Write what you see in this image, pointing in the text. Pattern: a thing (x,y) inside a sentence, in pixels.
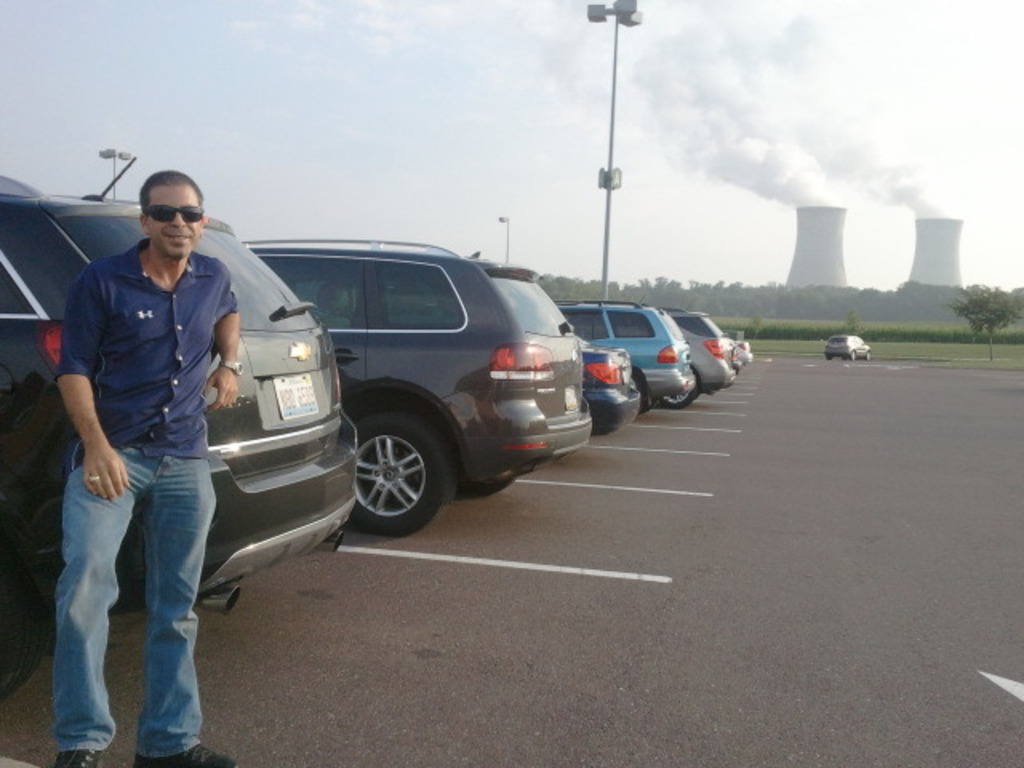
There is a person (141,443) wearing blue dress (166,417) is standing and leaning on a car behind him and there are few other cars (510,324) beside it and there are trees (825,301) and some other objects (917,274) in the background (928,257).
